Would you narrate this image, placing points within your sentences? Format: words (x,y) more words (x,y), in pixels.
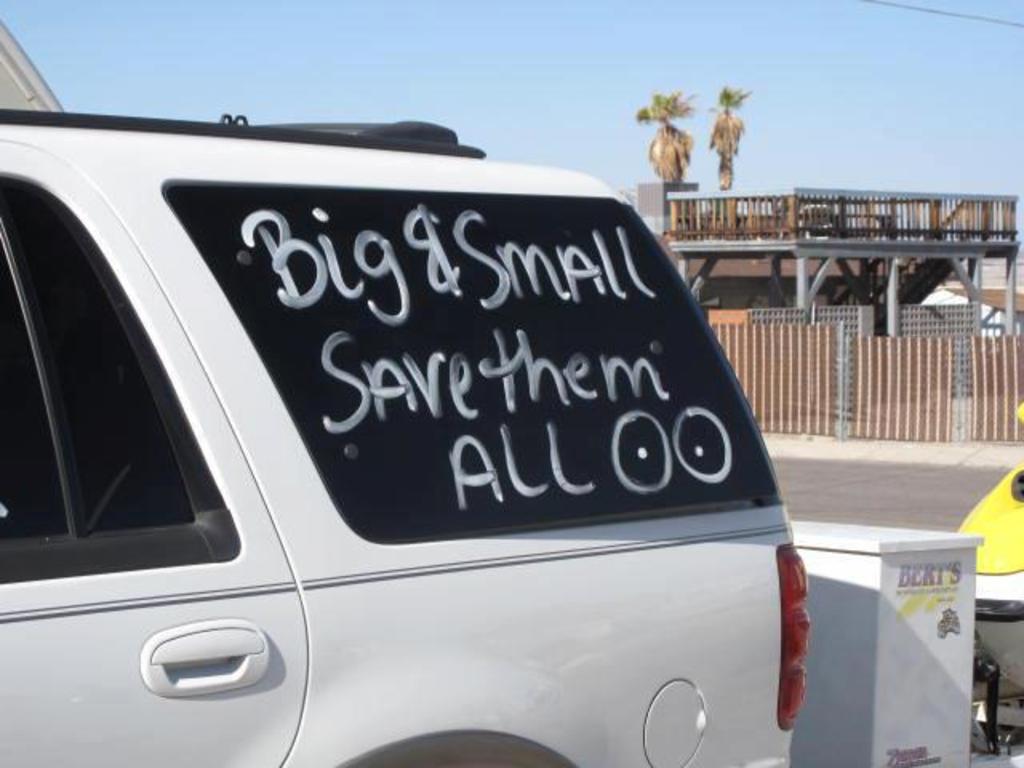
In the center of the image (434,303) there is a car (408,519) on the road (848,495). In the background (902,107) we can see trees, road (837,477), fencing (957,355), wooden stairs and sky (413,48).
